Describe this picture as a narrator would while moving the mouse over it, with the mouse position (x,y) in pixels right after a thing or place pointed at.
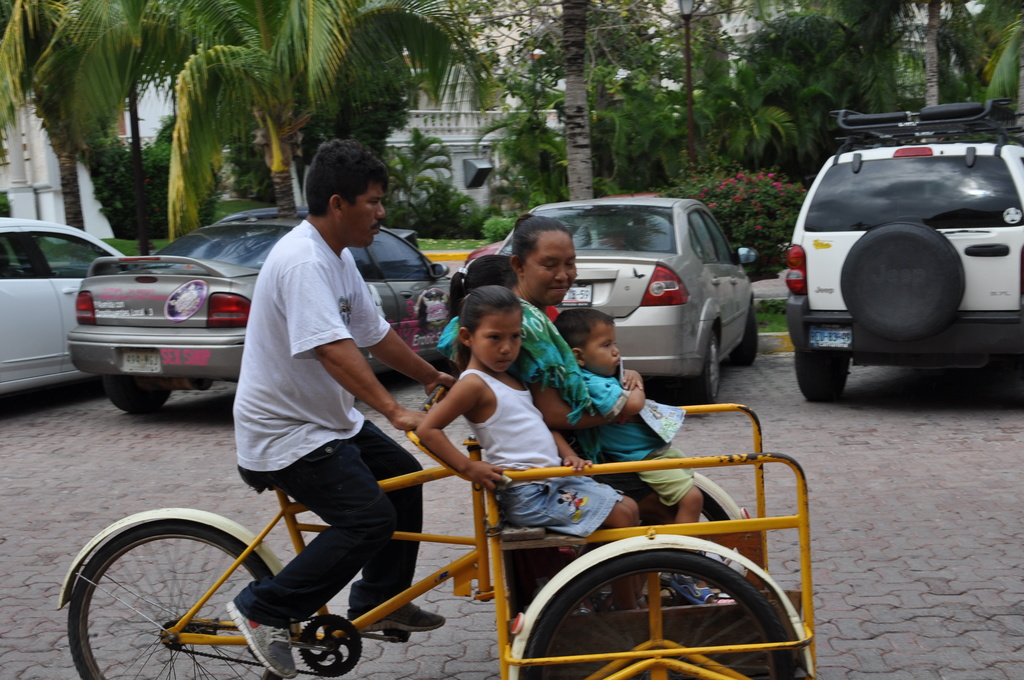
This image is clicked outside. There trees (656,50) on the top (585,8). There is one cycle (91,639) on which two persons (537,275) and three kids (489,313) are going. The one who wore white shirt (306,264) is pedaling that cycle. There are four cars (972,280) in this image. There is a building (424,113) on the left side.
